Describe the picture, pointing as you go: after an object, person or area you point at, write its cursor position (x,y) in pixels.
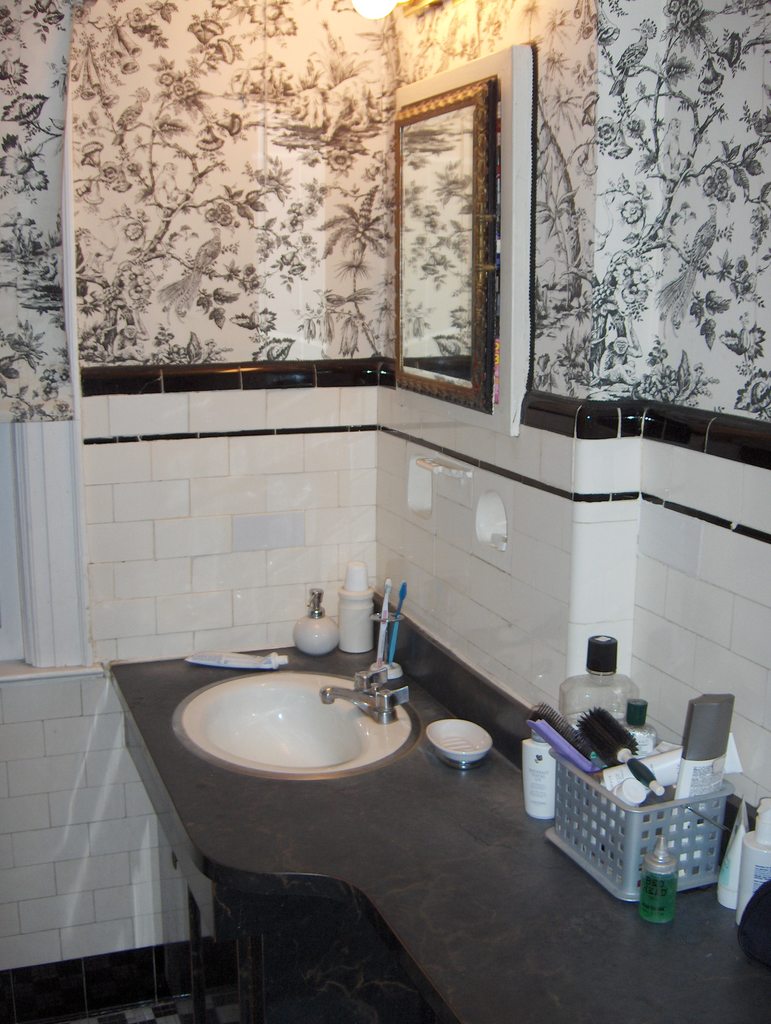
In this picture we can see a sink (251,725), tap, brushes (402,593), basket (574,825), combs (609,733), bottles (601,677), toothpaste (217,662), mirror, some objects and the wall (293,608) with tiles (267,450).
